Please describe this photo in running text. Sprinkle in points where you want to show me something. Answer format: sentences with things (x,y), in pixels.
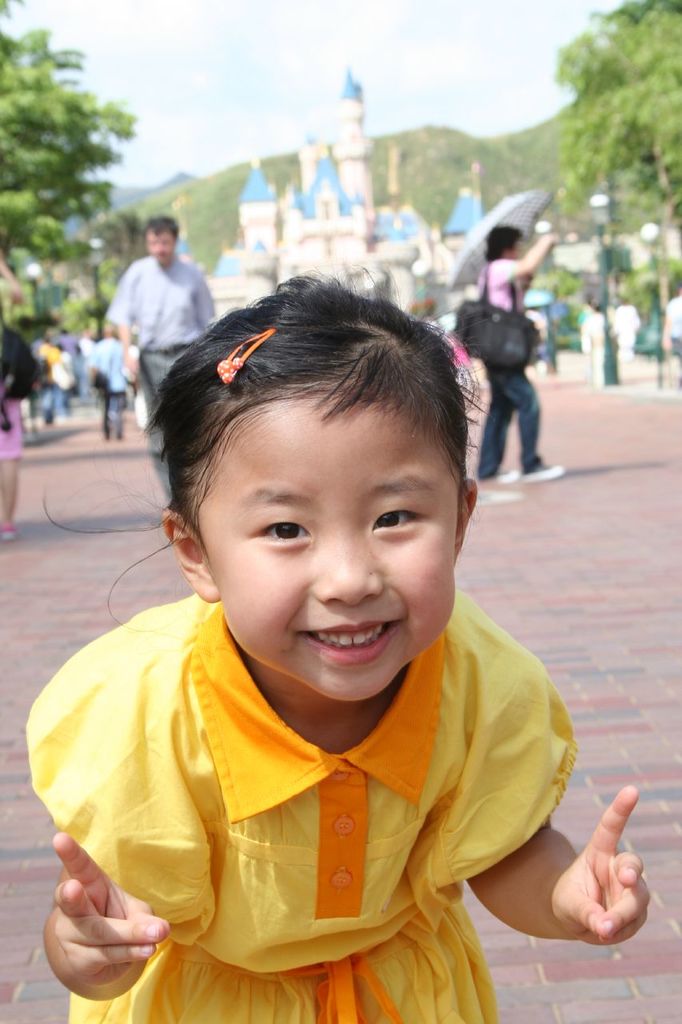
Here we can see a girl (348,659) standing on the road (53,847). In the background (35,365) there are few people (187,329) standing and on the right (477,347) there is a woman (501,386) carrying bag (512,322) on her shoulder (490,263) and also an umbrella (488,228) in her hand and we can also see buildings (344,177), poles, trees (6,299), mountains (145,212) and a sky (310,81).
